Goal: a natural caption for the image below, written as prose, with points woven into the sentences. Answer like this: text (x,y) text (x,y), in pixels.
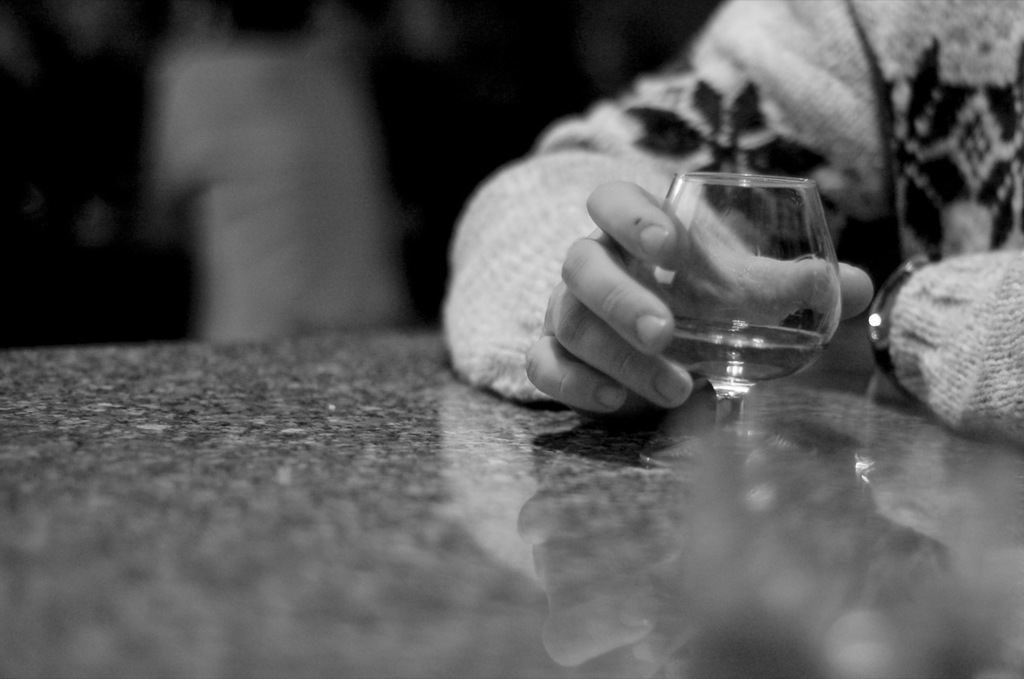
This is a black & white pictures and in this picture we can see partial part of a human's hand (649,269) holding a glass (682,286) which is on the table (616,528). Background (289,223) is very blurry.
